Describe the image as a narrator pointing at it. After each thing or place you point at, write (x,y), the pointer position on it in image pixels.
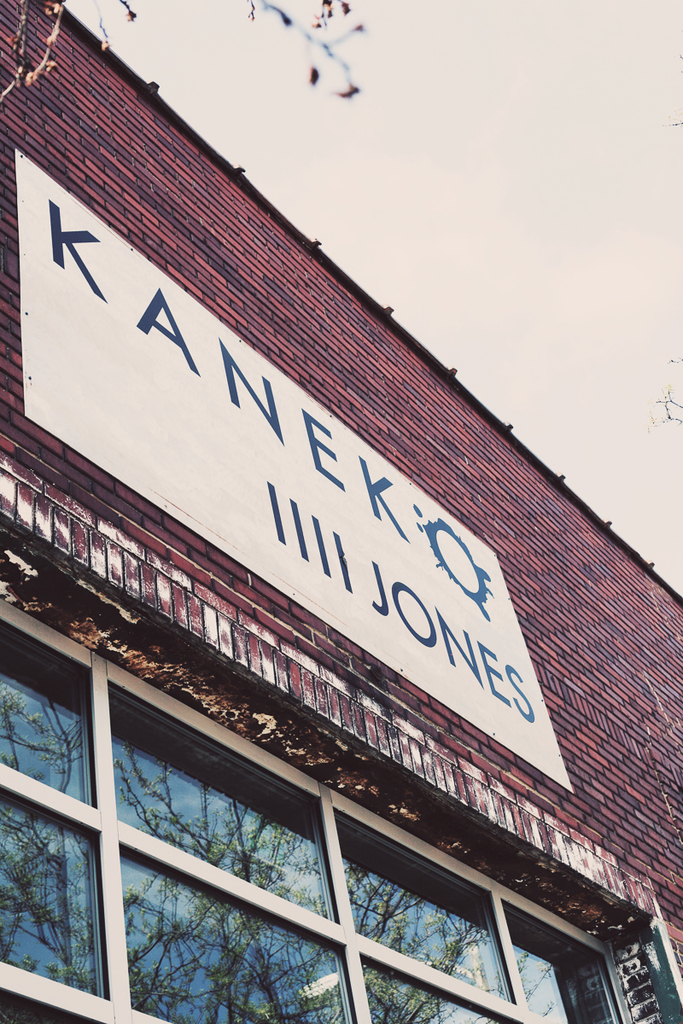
In the image there is a building (187,247) with window (160,879) on the bottom (493,923) and a name board (302,486) above it and over the top its sky (212,94).
